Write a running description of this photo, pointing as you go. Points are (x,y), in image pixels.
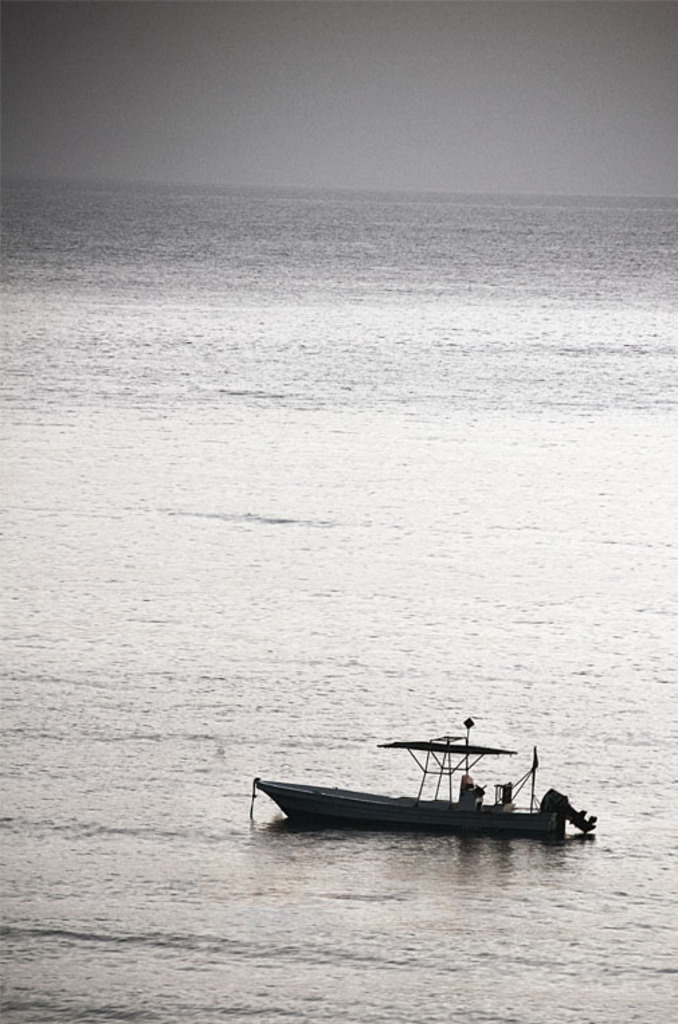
In this picture we can see a boat (387,816) on the water (326,855). Behind the boat (442,816) there is a sky (415,155).
